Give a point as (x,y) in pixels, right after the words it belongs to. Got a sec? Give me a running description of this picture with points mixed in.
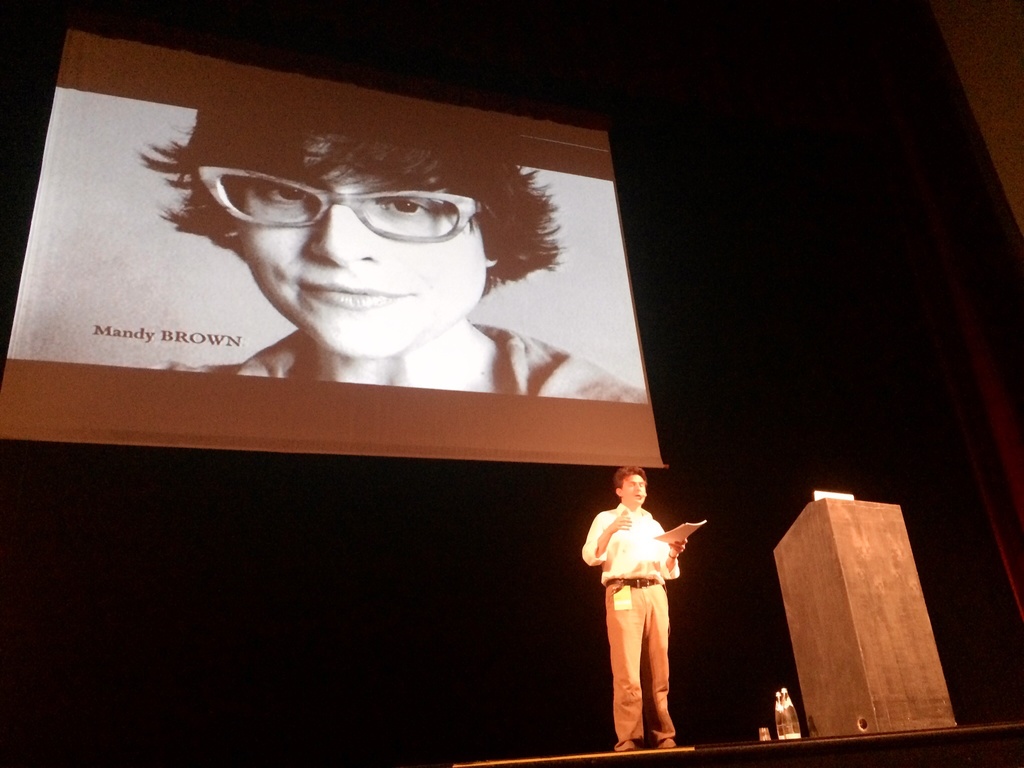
The picture consists of stage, on the stage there are podium (817,696), water bottles (784,720) and a person (654,543) holding paper (671,535). In the background (150,242) there is a screen (351,288), on the screen (371,277) there is a lady (384,328).
